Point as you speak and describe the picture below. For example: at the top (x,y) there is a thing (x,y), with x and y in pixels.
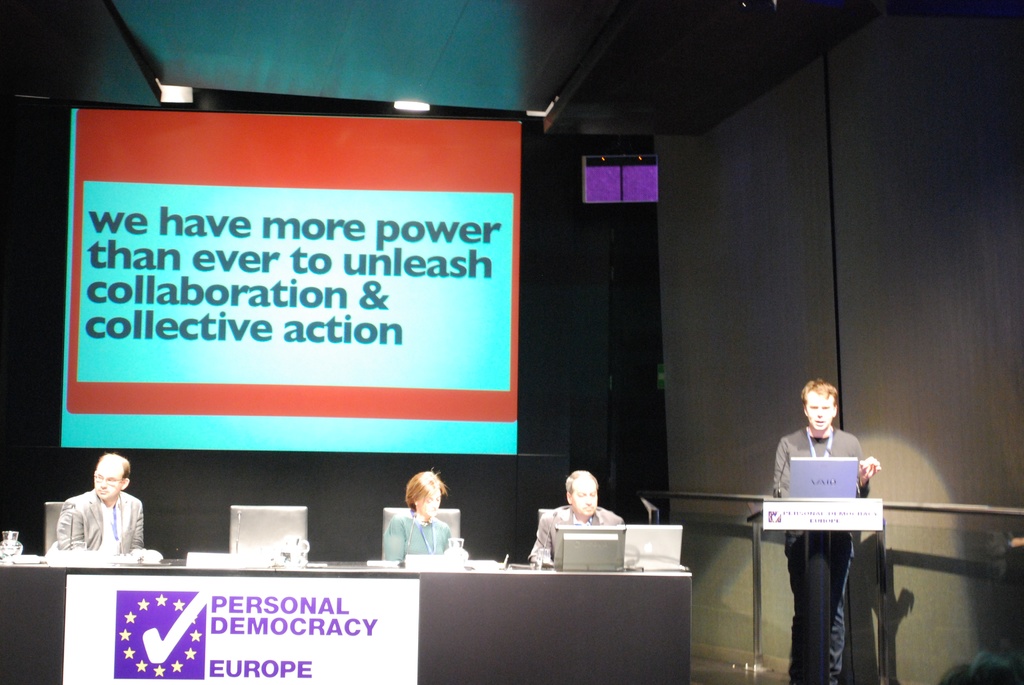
There are three people (125,521) sitting on the chairs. Here is a person (796,541) standing. This looks like a podium (823,510) with a laptop (845,473) on it. I can see a table (470,610). This looks like a poster (158,593), which is attached to the table (438,625). I can see a monitor (563,559), glasses (288,567) and few other things (453,565) on it. This is a screen (164,296) with a display (228,391).
